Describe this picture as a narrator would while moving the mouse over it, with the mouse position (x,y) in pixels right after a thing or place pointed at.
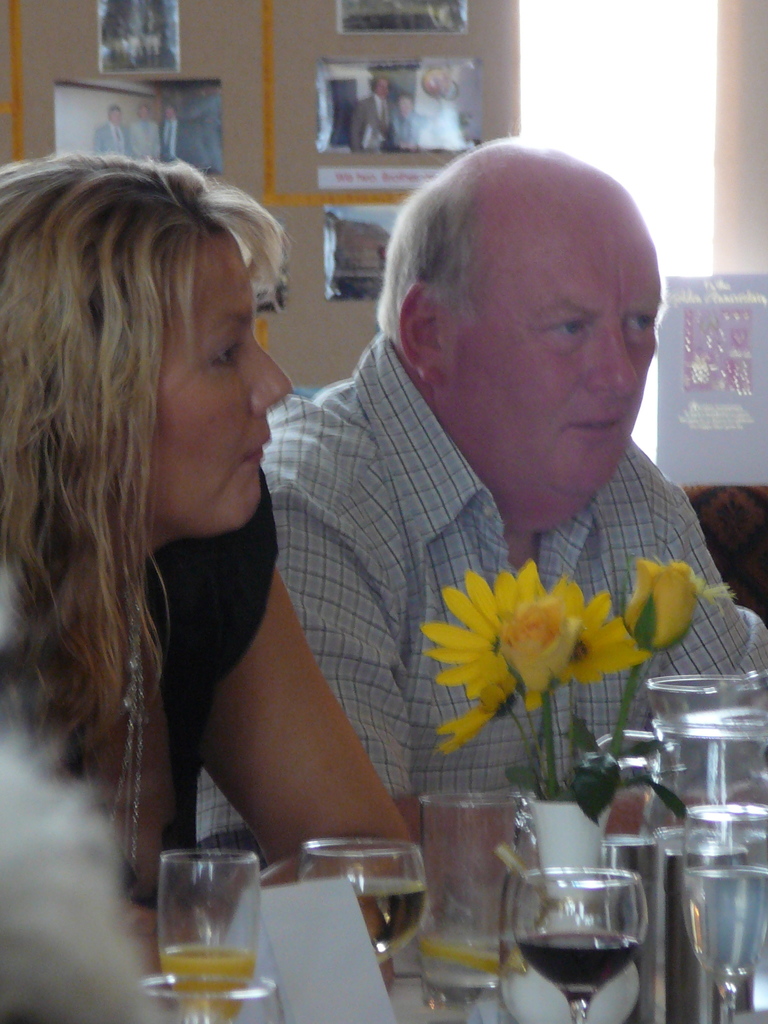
In this image, we can see a woman (186,527) and man (506,558). At the bottom (324,914), we can see glasses (585,920), flower vase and few objects (731,791). Background (322,331) we can see wall (333,331), photographs (407,3) and poster (720,371).
